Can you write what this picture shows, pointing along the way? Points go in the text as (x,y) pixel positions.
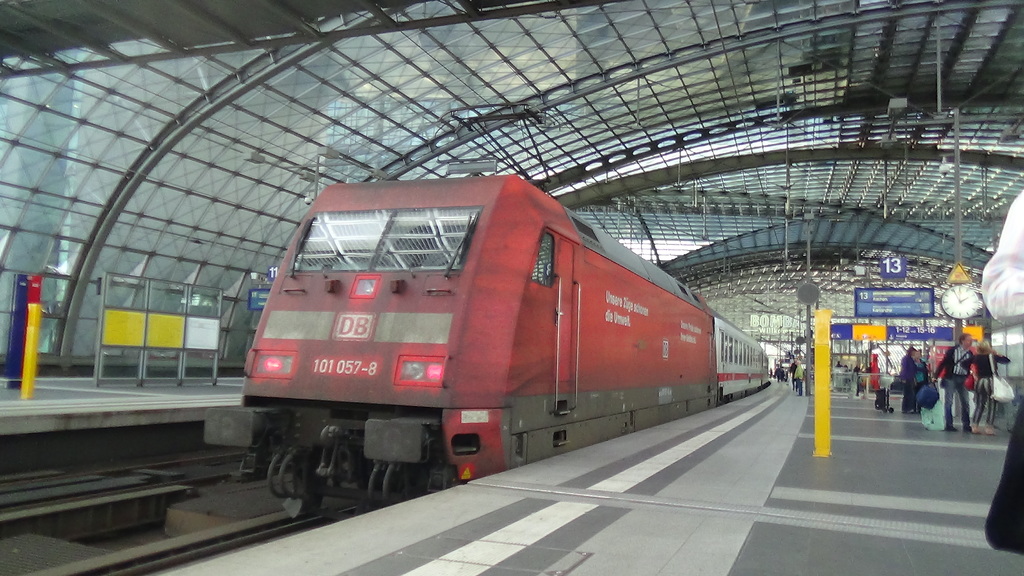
In the foreground (526,443), I can see poles (826,413), boards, clock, train (497,259) on a track (264,482) and a crowd (950,420) on the platform (860,466). In the background (622,110), I can see metal objects (715,194), rooftop (679,146) and so on. This image taken, maybe on the platform (517,547).
